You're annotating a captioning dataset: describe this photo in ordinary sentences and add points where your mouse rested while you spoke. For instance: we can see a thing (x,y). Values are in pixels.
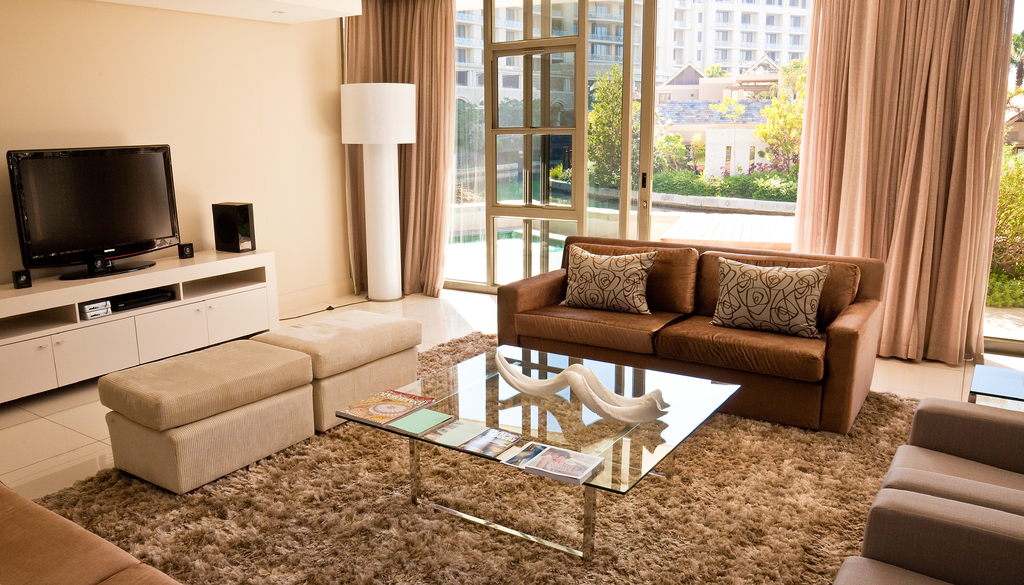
In this image on the left side (149,141) there is one television (84,206) and wall (70,88). On the right side (854,427) there is one couch (672,323) and carpet (783,512) and on the couch (710,297) there are pillows (773,302) in front of the couch (684,321) there is one table (569,412), in the middle of the image (556,215) there is one window (640,143) and two curtains (451,55) are there. On the background of the image (758,193) there are some trees (673,168) and plants (787,156). On the top of the right corner (1009,200) there are some plants (999,248) and in the background of the image (751,34) there are buildings (608,15). On the left corner (159,318) there is one table (77,295) and on the table (154,281) there is one sound system (218,247).
